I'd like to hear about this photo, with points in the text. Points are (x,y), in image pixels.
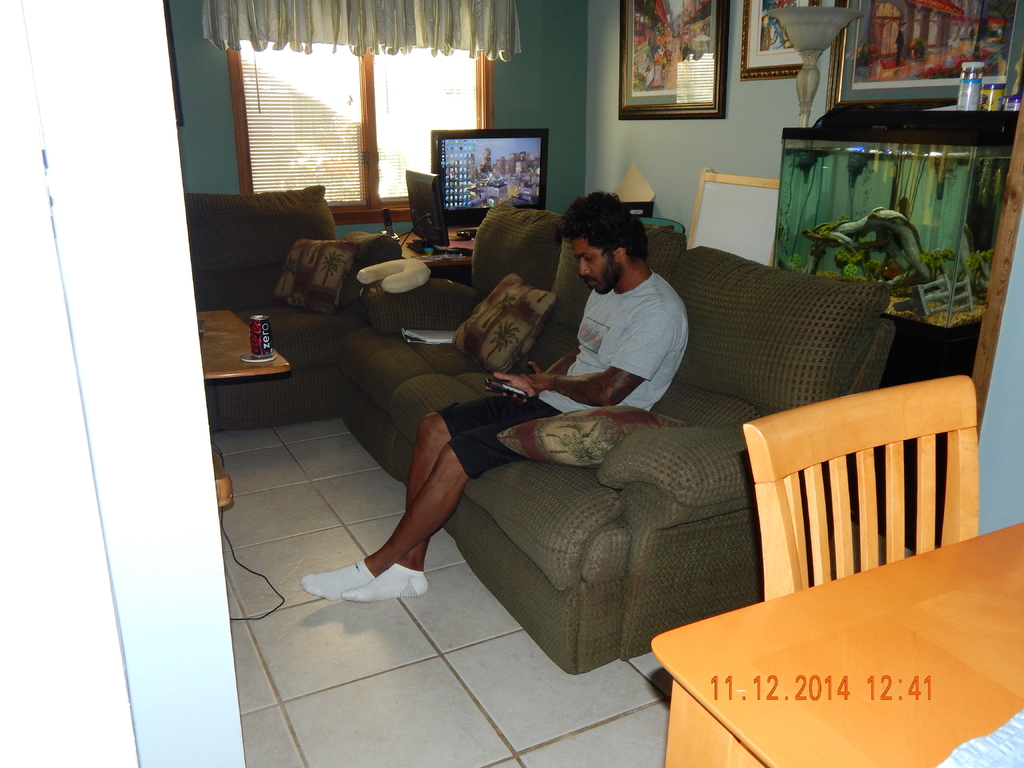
In this picture we can see a man (522,409) sitting on the sofa (543,495), on the sofa (669,566) we can find some pillows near to it there is a table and coke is placed on it, in the background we can find an aquarium (804,215), white board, to the wall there are photo frames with pictures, and a lamp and we can also see a computer systems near to it there is a window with curtain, a man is wearing a white T-shirt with white socks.
